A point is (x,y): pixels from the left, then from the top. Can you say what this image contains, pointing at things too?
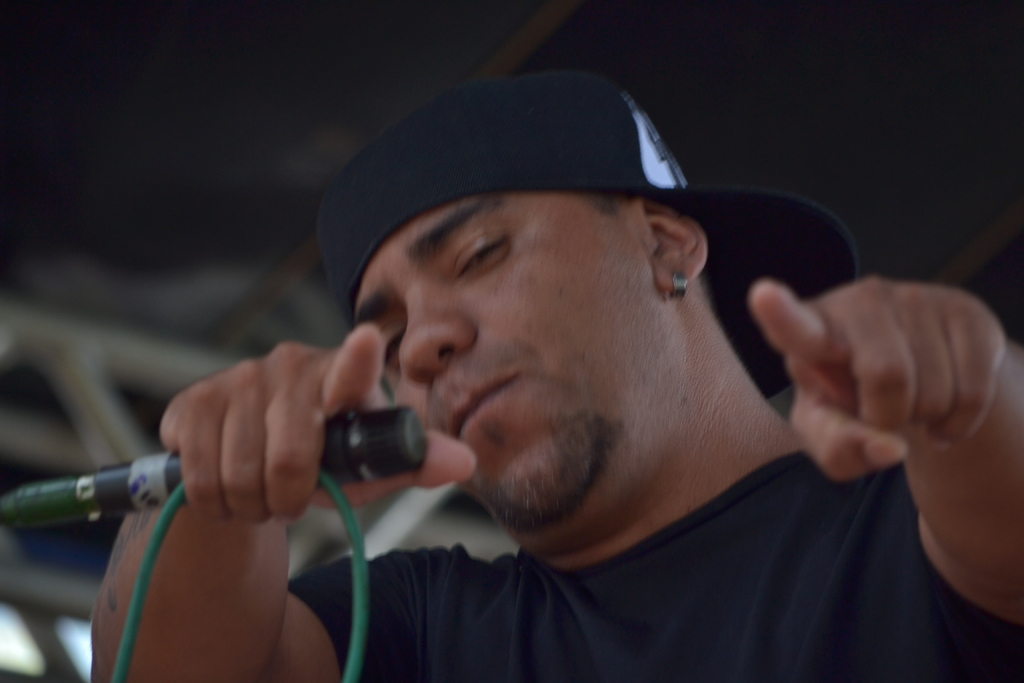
This man (590,587) wore black t-shirt (688,587), cap (606,155) and holding mic (126,482).
